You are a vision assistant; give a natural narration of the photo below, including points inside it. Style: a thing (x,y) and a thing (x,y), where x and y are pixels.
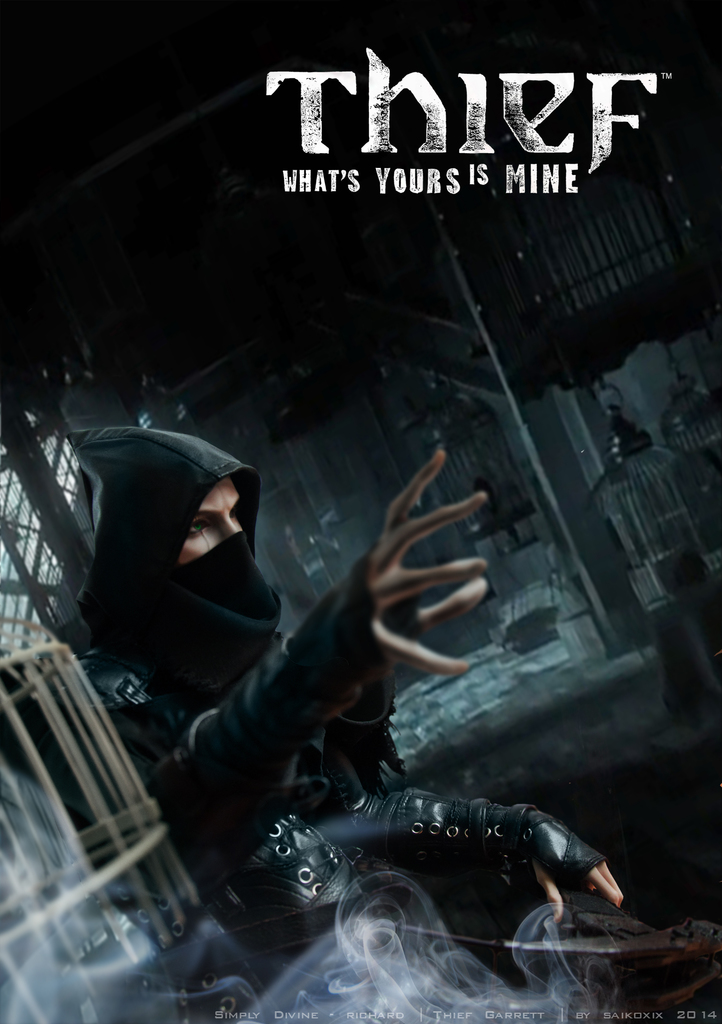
In this image we can see one black poster (232,858) with text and images (104,1004). In this poster (145,1004) we can see one man (207,1009) in a black dress (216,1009) and some objects (86,848) on the ground (654,1000).
